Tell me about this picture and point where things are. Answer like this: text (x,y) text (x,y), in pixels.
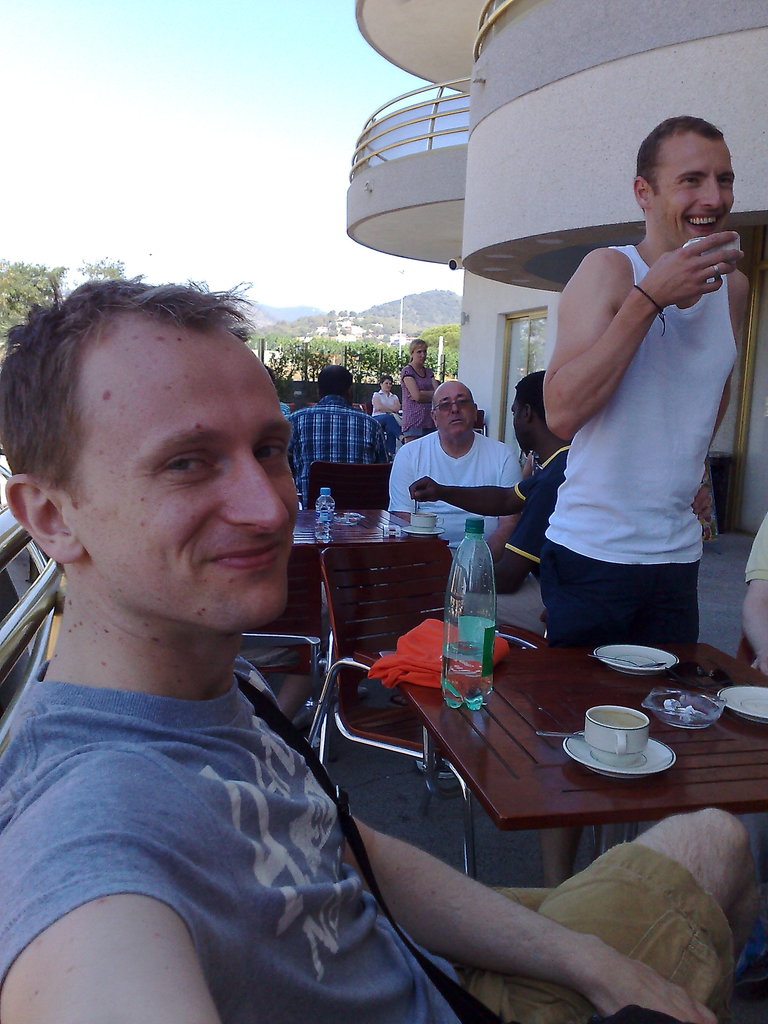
Here we can see few persons (144,1020). There are tables (519,671), chairs (350,503), bottles (491,626), cups (619,709), saucers (624,657), and bowls (648,702). In the background (384,317) we can see a building (567,275), trees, and sky (155,145).
